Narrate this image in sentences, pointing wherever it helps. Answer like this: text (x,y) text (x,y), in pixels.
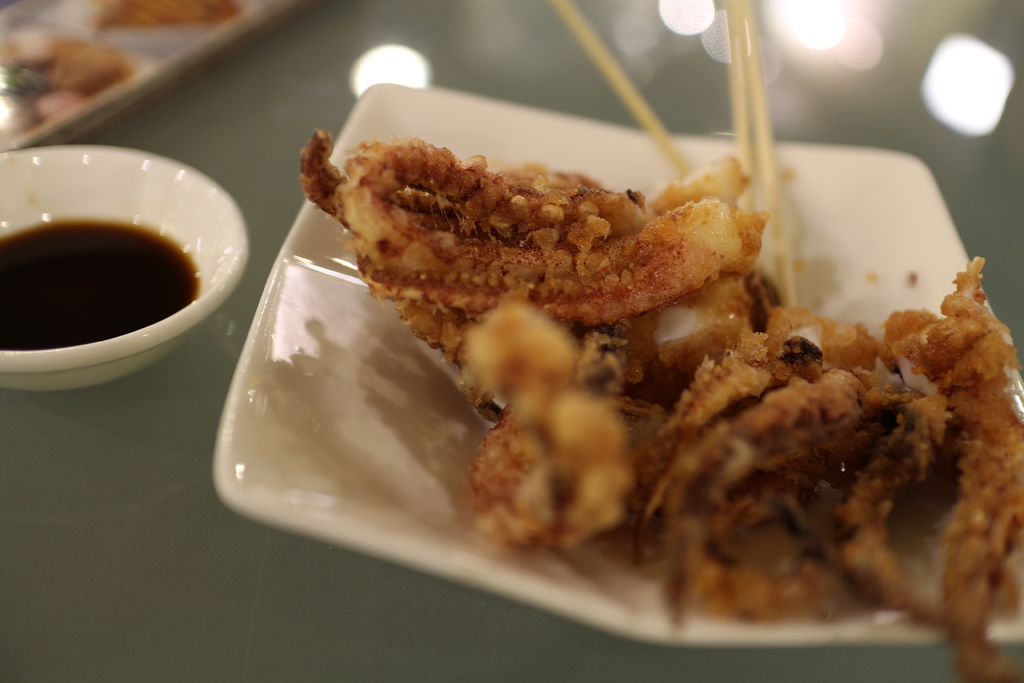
In this image we can see a food item (618,342) on the plate (915,263). Beside the plate (341,331) there is a bowl (126,338) with sauce (143,319). At the top of the image (1002,69) there are some reflections (376,47) and other objects (84,30).
